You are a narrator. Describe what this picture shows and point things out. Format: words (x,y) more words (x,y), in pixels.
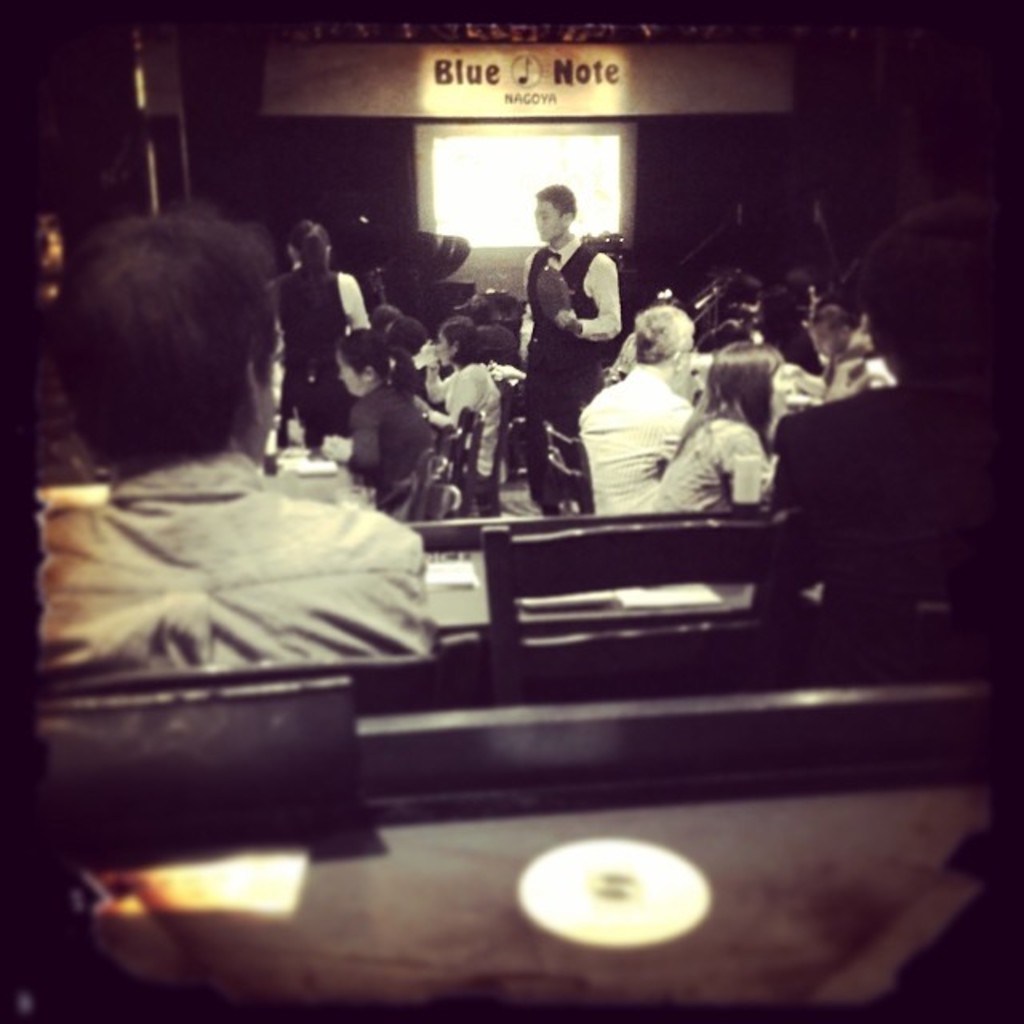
In this image we can see a few people (491,427), some of them are sitting on the chairs (470,424), a lady (454,392) is holding a glass (426,360), she is drinking, there is a person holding an object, there is a board (380,105) with text (515,70) on it, also we can see the wall (327,197).
